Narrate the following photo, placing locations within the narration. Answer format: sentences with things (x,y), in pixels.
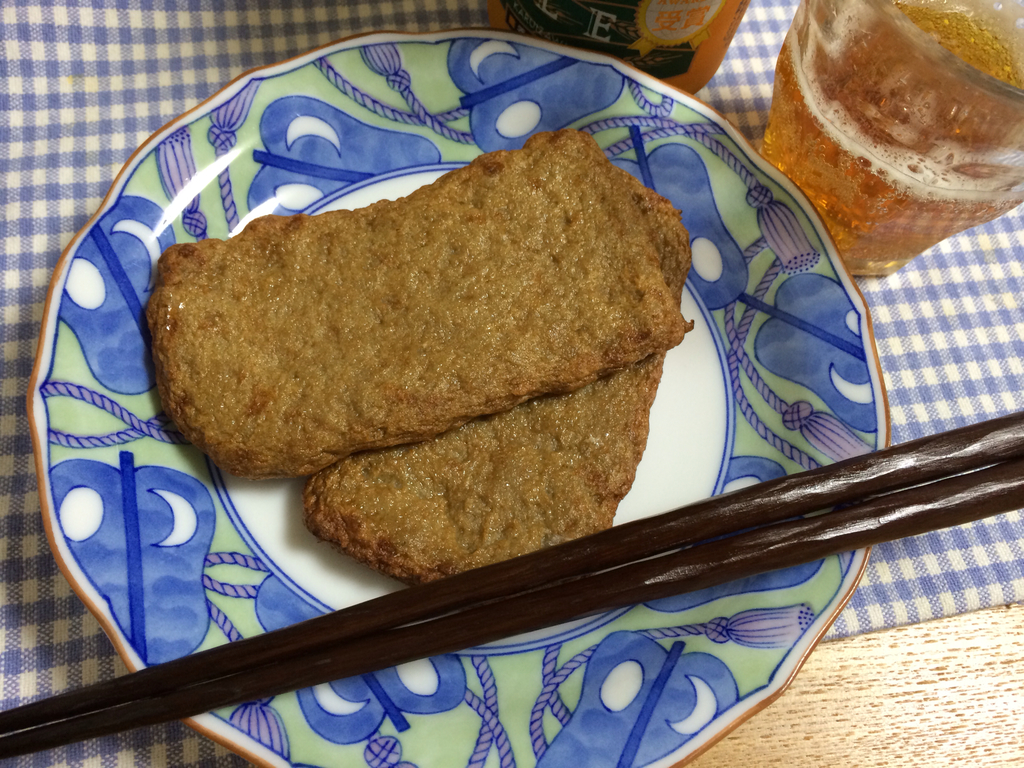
In the picture, there is some cooked food item (358,293) served in a plate (759,355) and there are two chopsticks (654,564) and beside the plate (718,435) there is a drink (841,124) poured in the glass (922,39).
